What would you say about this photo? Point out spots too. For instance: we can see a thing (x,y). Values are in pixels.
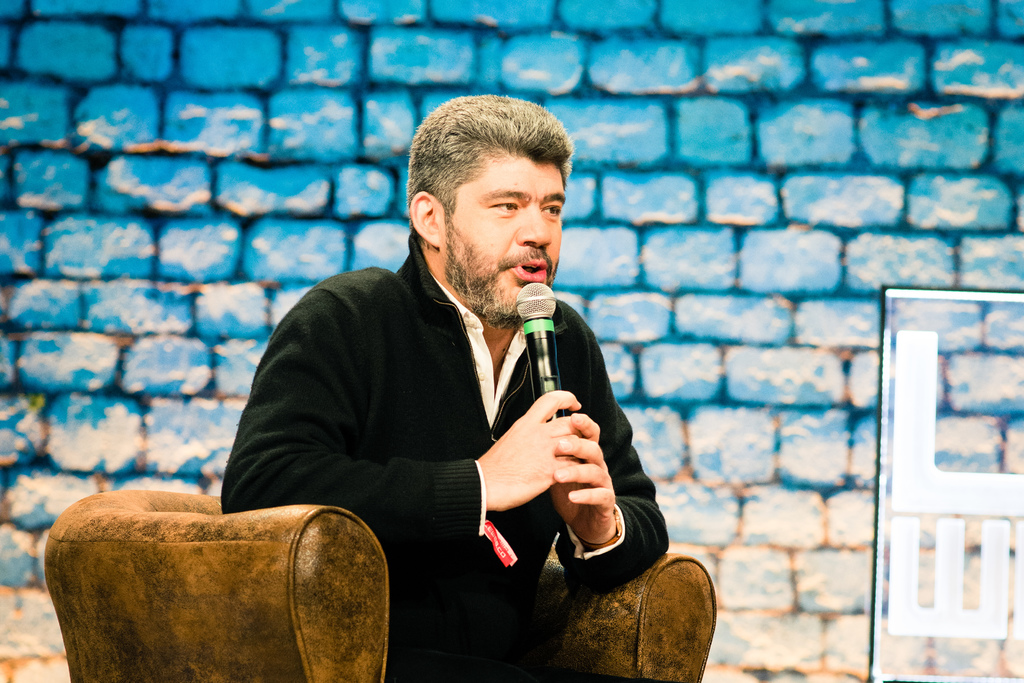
In this image we can see a person (453,593) sitting on a sofa chair (387,615). He is holding a mic (532,326). In the back (357,195) there is a brick wall (357,195). There is a glass wall (932,511) with letters (936,498) on the right side (931,520).
